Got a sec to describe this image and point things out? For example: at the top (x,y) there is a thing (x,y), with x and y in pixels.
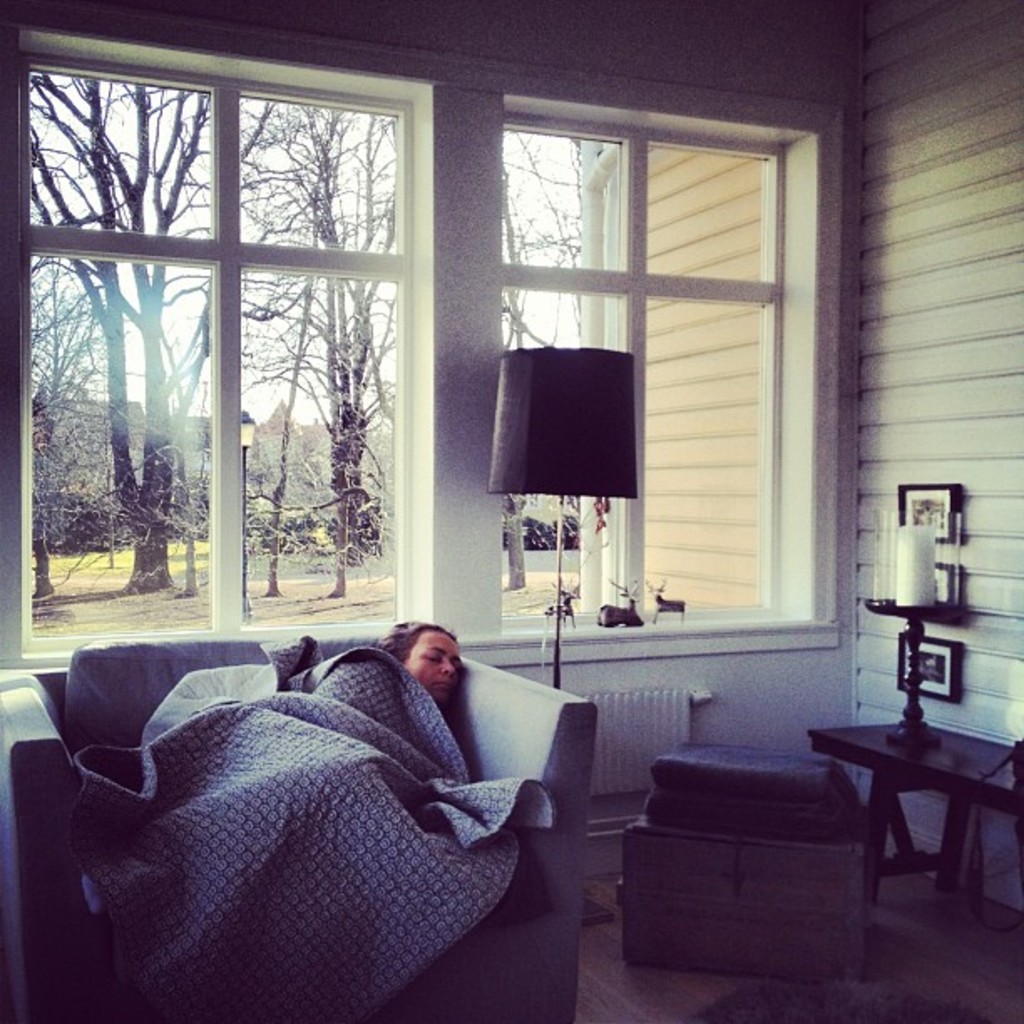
A woman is sleeping in the sofa (214,693) there is a lamp (559,620) and window glasses (272,211) and outside the window (319,215) there are trees (354,420) and in the right (889,242) it's a wall (929,161).
